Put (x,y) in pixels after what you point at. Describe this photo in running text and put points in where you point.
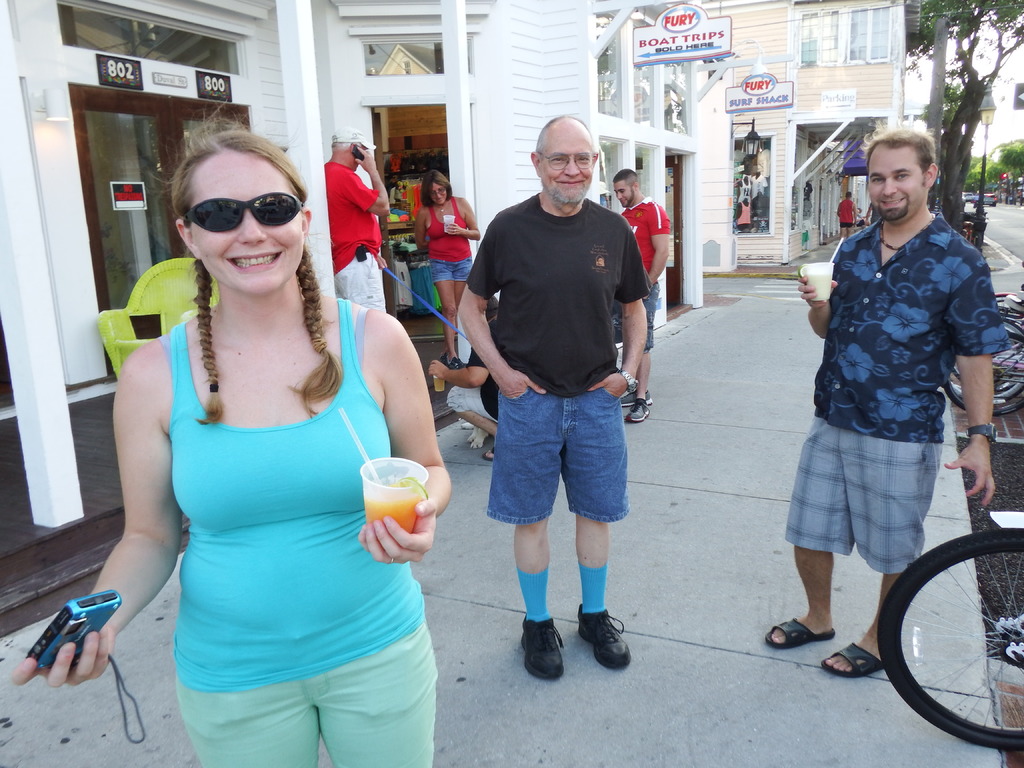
The picture is taken outside a city (730,419) on a footpath (655,510). On the right (916,383) there are bicycles (985,615) and a person (884,341) standing. In the center of the picture (561,305) there is a woman (305,504) and a man (519,493) standing. In the center of the picture (354,276) there are buildings (419,90), people (452,252), boards (691,40) and other objects (159,283). In the background (844,73) there are trees (996,169), road (990,218), street light (981,179), vehicles (991,195), buildings (853,188), people (843,211) and various objects (1003,180).
